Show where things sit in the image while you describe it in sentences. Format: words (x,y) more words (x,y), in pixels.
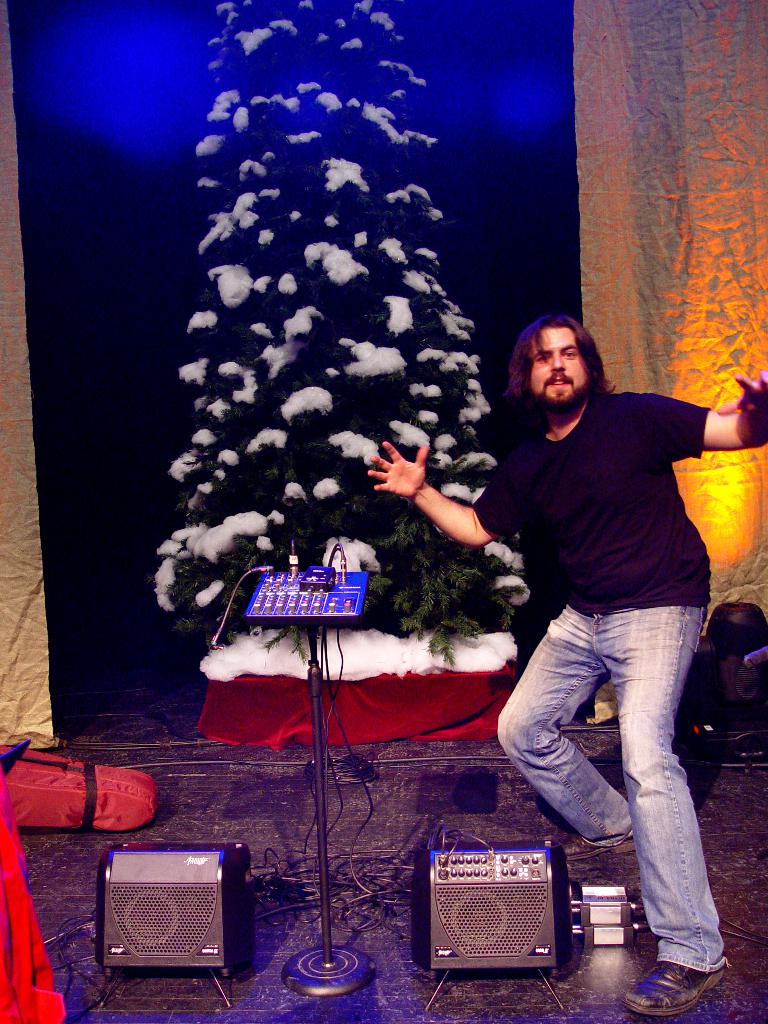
On the right (725,445) there is a man (541,708) who is wearing t-shirt (553,483), jeans (635,825) and shoe (668,995). He is standing near to the speakers (480,898). On the bottom (321,802) we can see a musical instruments (270,593) and cables (349,879). On the bottom left corner (95,813) we can see guitar bag (109,802). On the background (364,435) we can see Christmas tree (364,242). On the top right (723,7) we can see a curtain (713,264).
